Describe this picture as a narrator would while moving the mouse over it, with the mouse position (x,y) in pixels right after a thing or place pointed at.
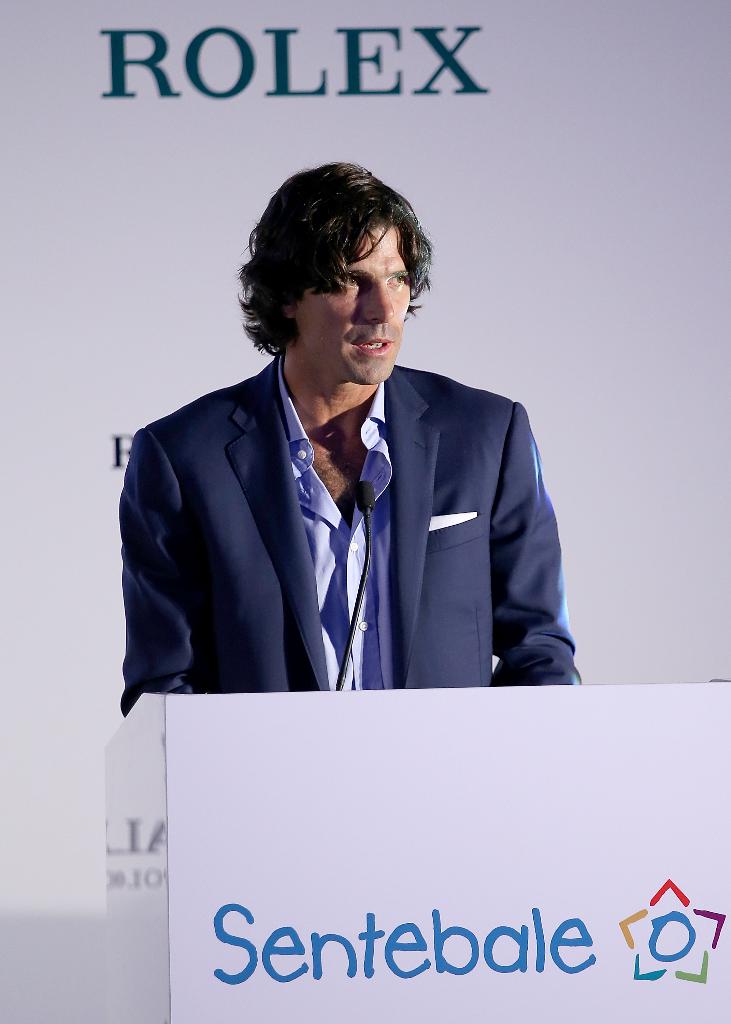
In this picture there is a man (480,505) with blue suit (541,604) is standing behind the podium (531,800) and he is talking and there is a microphone (339,688) on the podium (342,784) and there is text (486,954) on the podium (425,863). At the back (453,67) there is a board (273,115) and there is text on the board (354,115).
